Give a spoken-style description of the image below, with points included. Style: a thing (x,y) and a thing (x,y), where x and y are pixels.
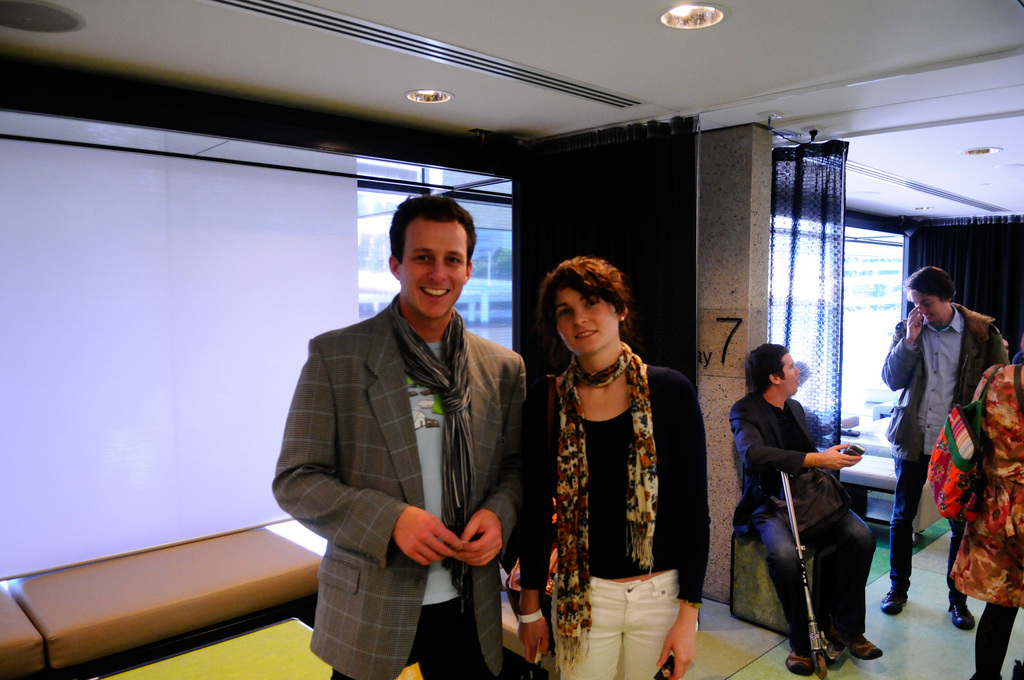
In the middle of the image (382,445) to the left side (304,519) there is a man (371,513) with grey jacket (390,473) is standing and around his neck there is a stole (464,392). Beside him there is a lady (681,484) with black t-shirt (681,484) and a stole (591,375) around her neck (595,388) is standing. At the back of them there is a glass door (394,185) with white screen (151,485) and in front of the glass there is a brown sofa (160,601). To the right side of the image (929,395) there are few people (929,416) standing and there is a man (773,444) with black jacket (793,465) is sitting. In the background (758,299) there are sofas (873,459), walls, pillars (708,181) with curtains (601,206) and also there is a glass door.
